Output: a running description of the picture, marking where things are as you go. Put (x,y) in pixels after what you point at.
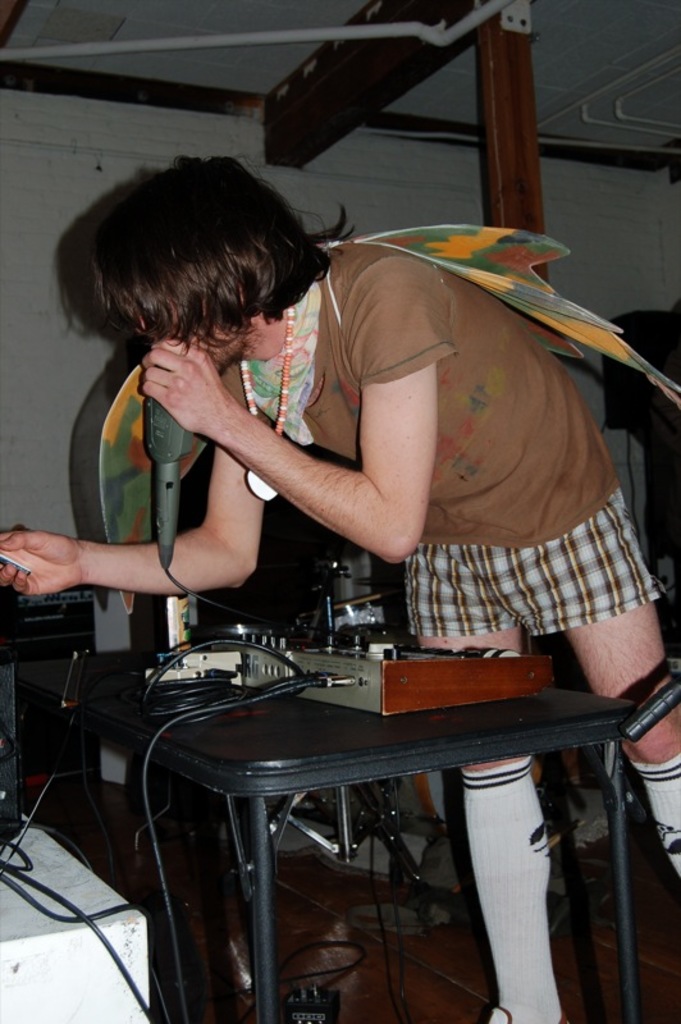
In this image I can see a man (366,275) wearing a short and a t shirt (377,321) and holding a mic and having black hair (217,247).
